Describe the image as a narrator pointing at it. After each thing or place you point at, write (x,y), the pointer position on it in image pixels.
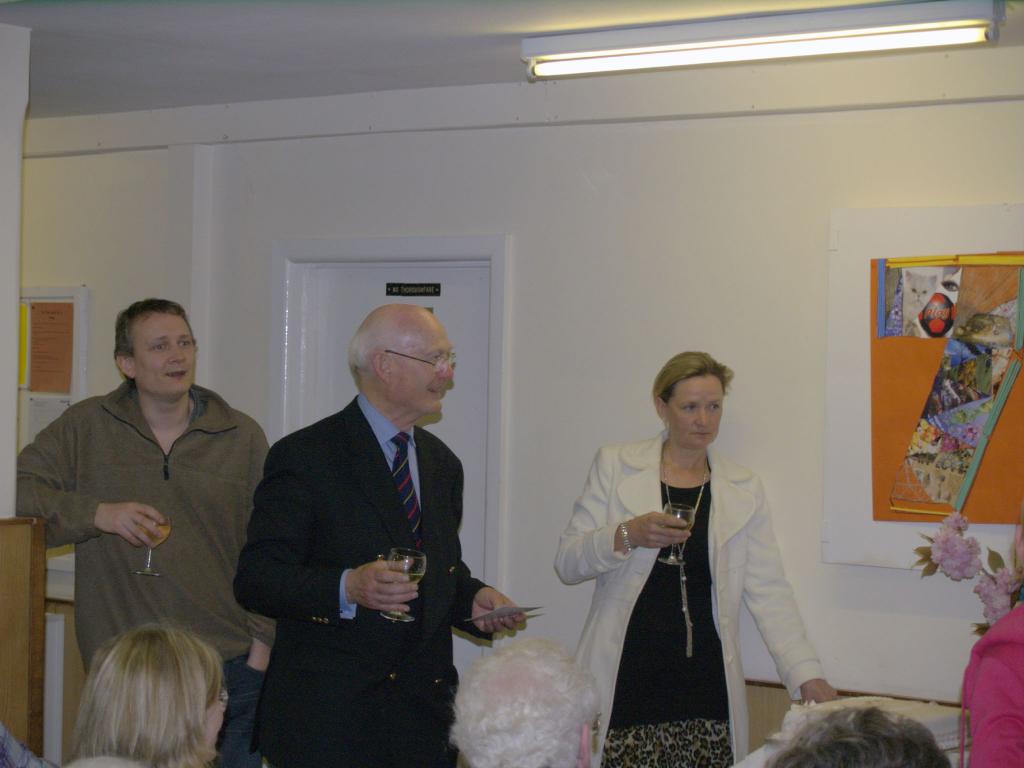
This picture describe about the inside view of the room (987,240). In front (319,480) we can see old man (327,508) wearing a black coat (354,528) holding wine glass (399,566) in the hand (402,579). Beside we can see women (629,585) wearing white coat (621,586) and holding a glass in the hand (660,533). Behind we can see a man (153,457) wearing brown t-shirt (181,577) holding the wine glass (161,543) in the hand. In the background (718,200) we can see white color wall (576,200) and white door (302,349).
